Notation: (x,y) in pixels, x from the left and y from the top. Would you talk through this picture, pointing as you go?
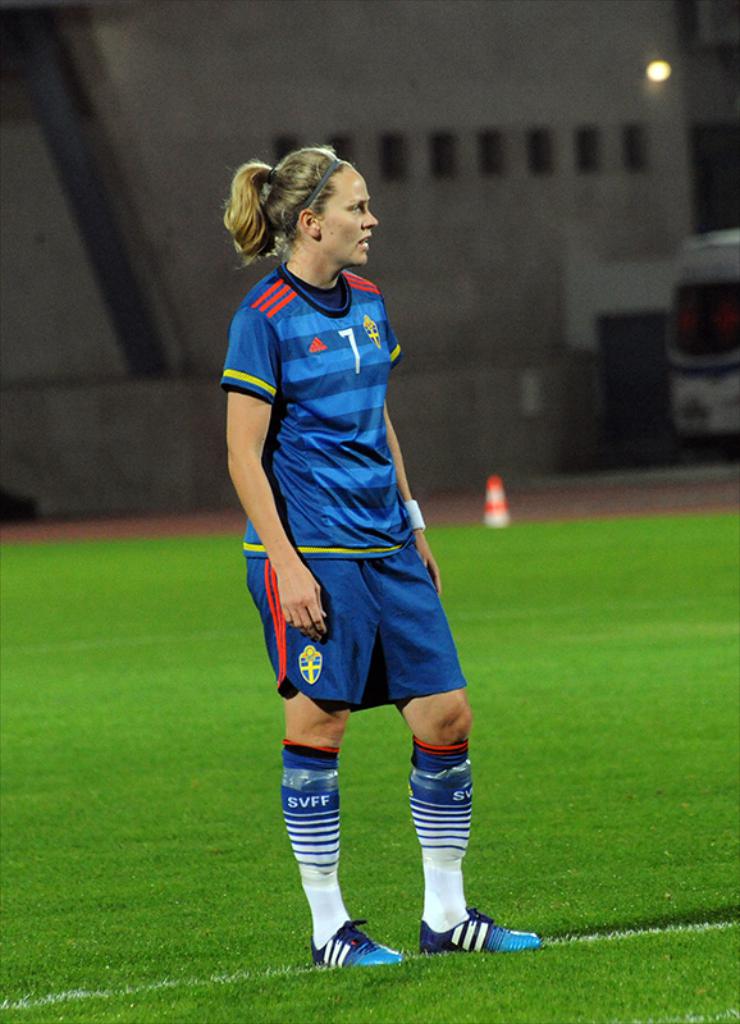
In this image in the foreground (320,423) there is one woman (353,486) standing, and she is wearing jersey (292,389). At the bottom (390,973) there is grass (650,708) and in the background (541,460) there is a vehicle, barricade (504,515), light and a building (49,449).
